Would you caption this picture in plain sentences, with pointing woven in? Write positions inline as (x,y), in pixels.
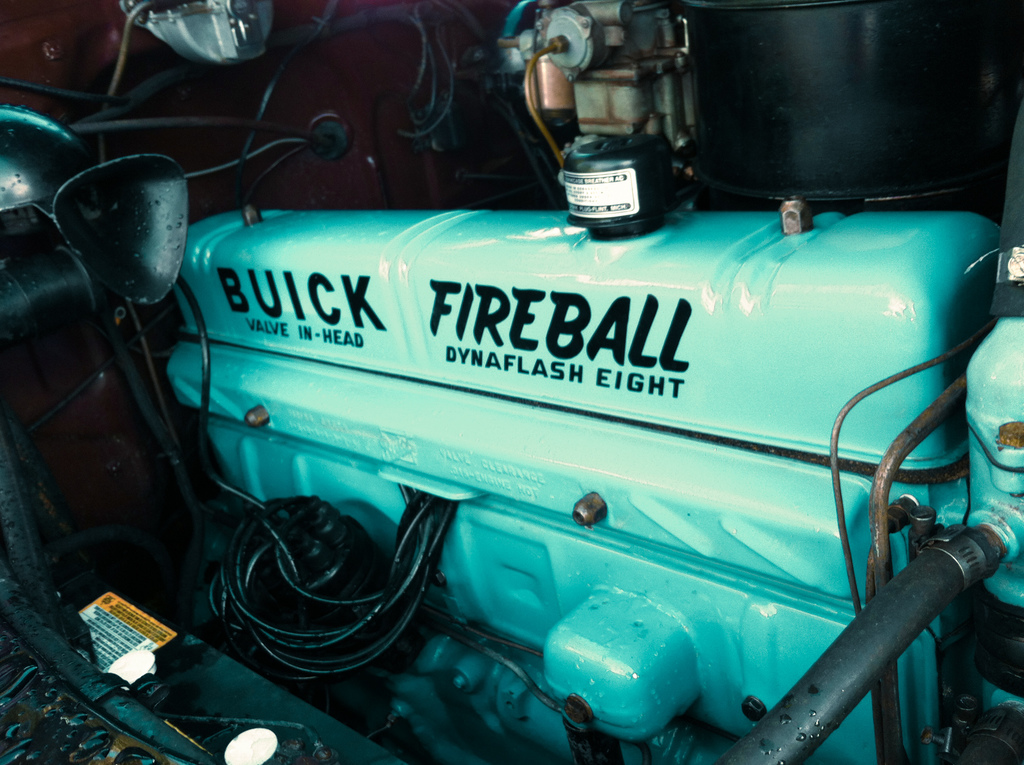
This picture is an inside part (489,319) of a vehicle (382,423). In this picture we can see the pipes (276,542), rod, engine (615,364), text (532,328), air cleaner (928,157), board (576,201) and some other objects (46,740).
